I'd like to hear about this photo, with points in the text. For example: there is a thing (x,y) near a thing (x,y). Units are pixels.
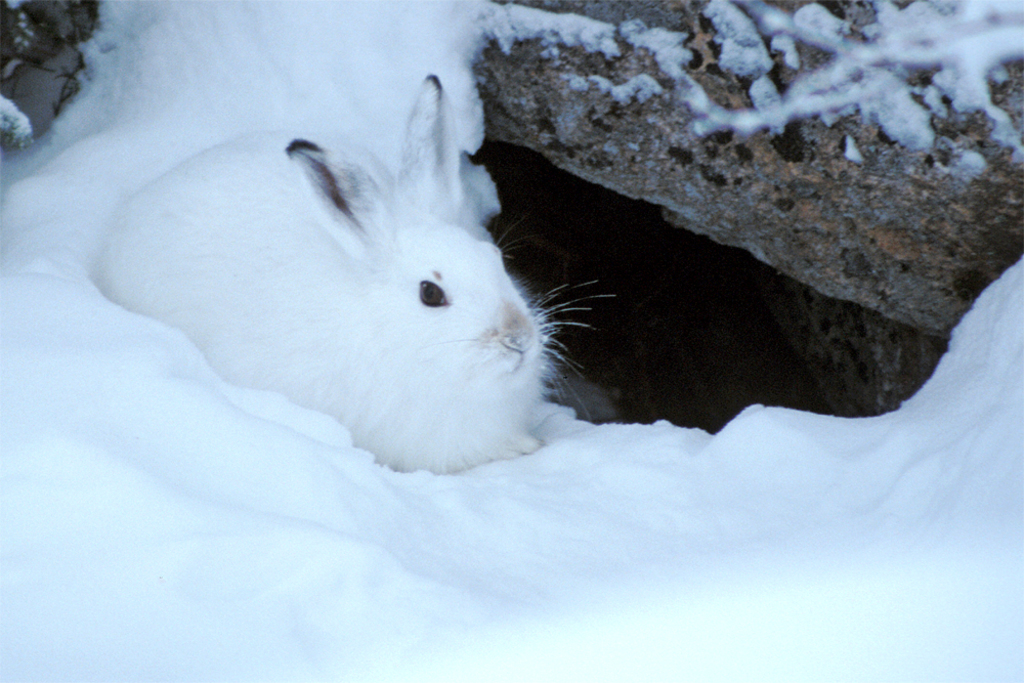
In this picture I can observe a rabbit (324,321) on the snow (182,466). Beside the rabbit (278,260) there is a stone (528,127). The rabbit (459,378) is in white color.
